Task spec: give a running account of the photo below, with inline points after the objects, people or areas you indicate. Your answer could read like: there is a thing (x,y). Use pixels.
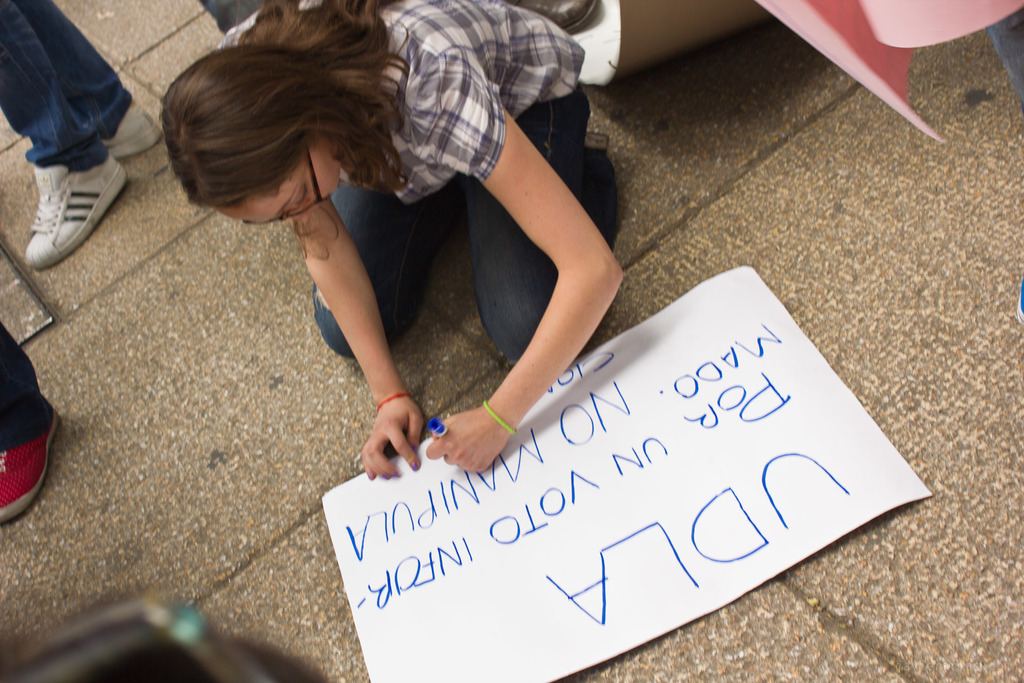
In the image there is a girl (390,177) she is kneeling on the floor (455,316) on her knee (515,330) and she is writing something on a white sheet (549,478), around the girl (292,38) there are few people (28,123) standing.
